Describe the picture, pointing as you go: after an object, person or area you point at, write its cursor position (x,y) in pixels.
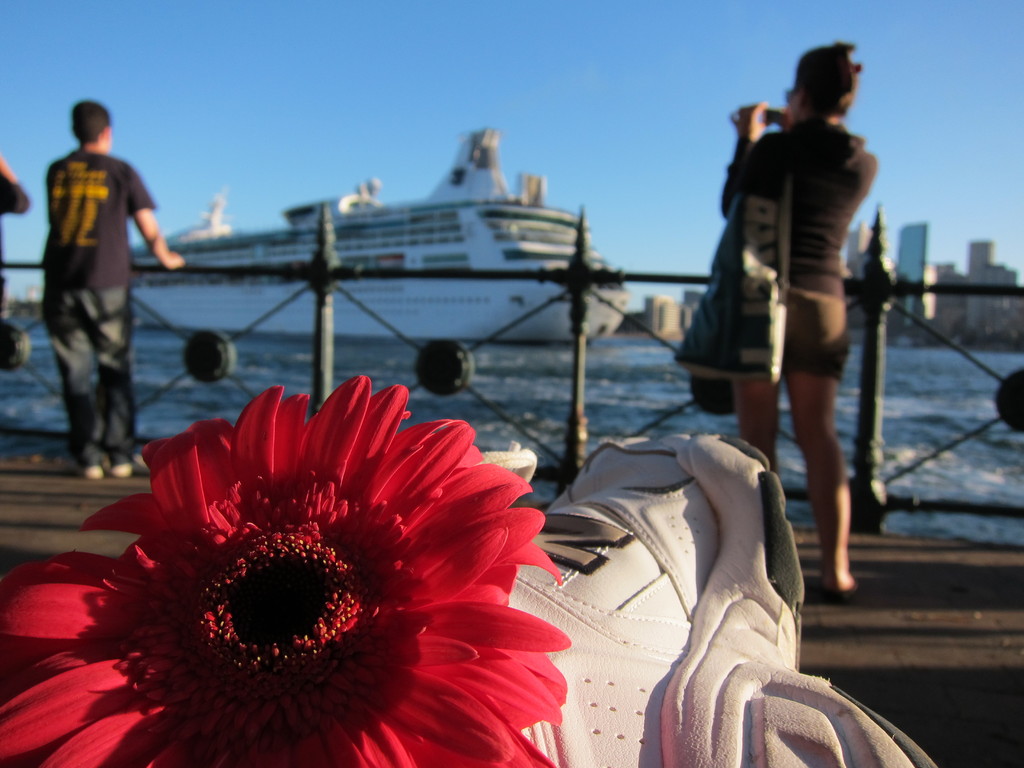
In this picture I can observe a red color flower (225,563). There are two members (99,368) standing behind the railing (285,302). I can observe a ship (485,252) floating on the water (557,398). In the background (404,69) there is sky (385,79).
